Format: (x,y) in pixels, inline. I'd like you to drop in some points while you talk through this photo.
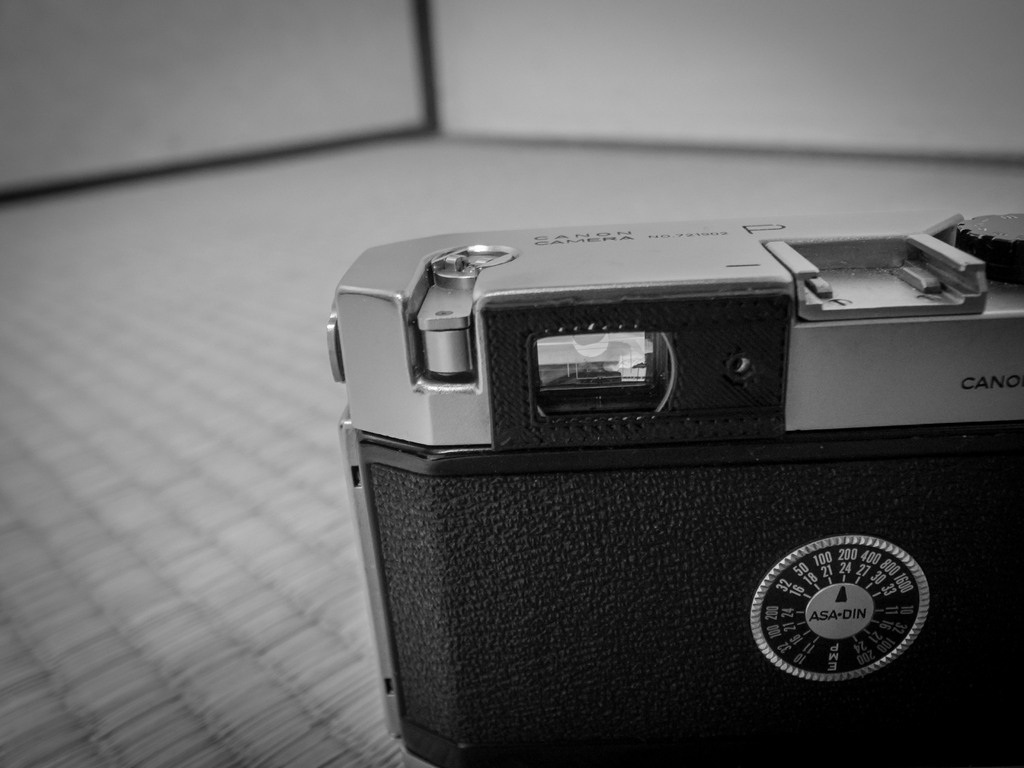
In this image we can see the camera (439,350).
